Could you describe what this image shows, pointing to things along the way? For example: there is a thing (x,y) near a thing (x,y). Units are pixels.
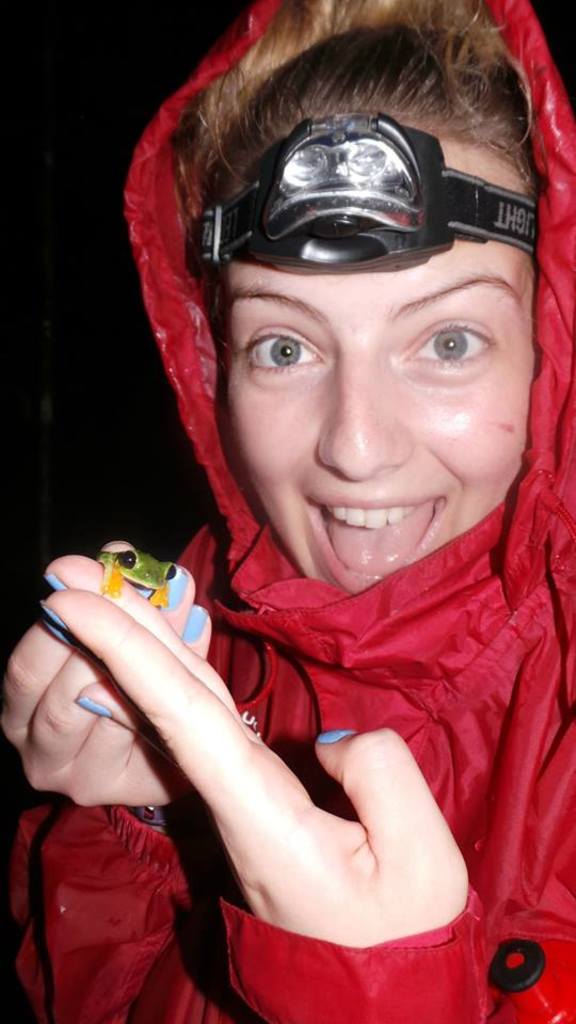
In this image there is a woman (360,751) standing. She is smiling. She is wearing a jacket (465,693). She is also wearing a head torch (299,197) on her forehead (413,280). She is holding a frog (120,575) in her hands (141,620). Behind her it is a dark.
